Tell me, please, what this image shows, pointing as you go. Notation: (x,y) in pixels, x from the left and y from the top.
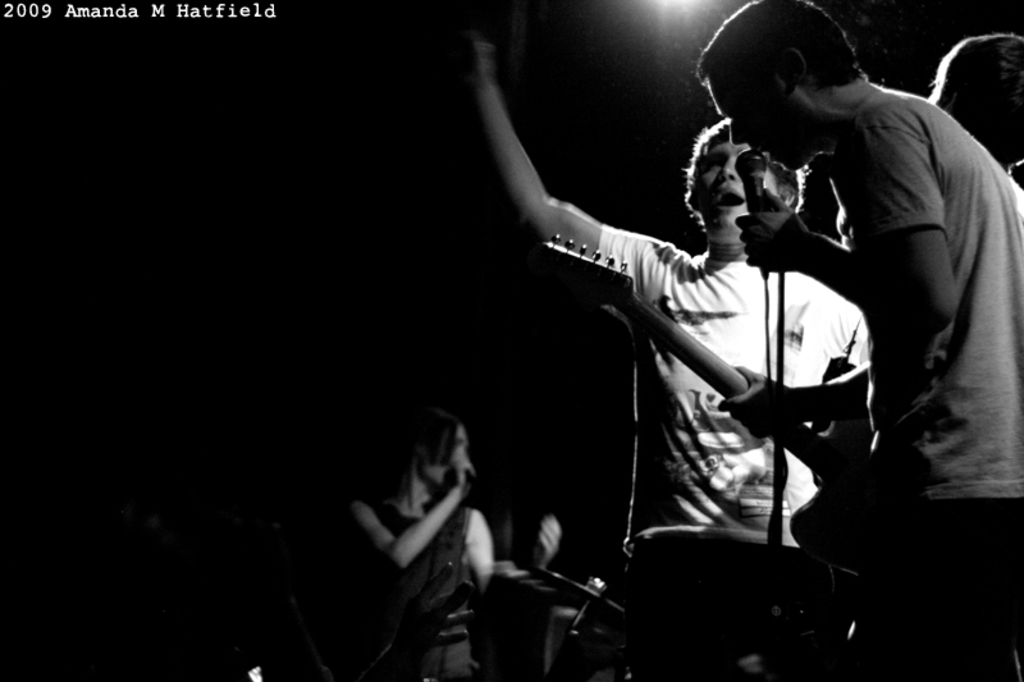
In this image we can see a group of people (697,491) singing a song in front of the microphone (752,186). There are three men (886,188) and one woman (422,641).
